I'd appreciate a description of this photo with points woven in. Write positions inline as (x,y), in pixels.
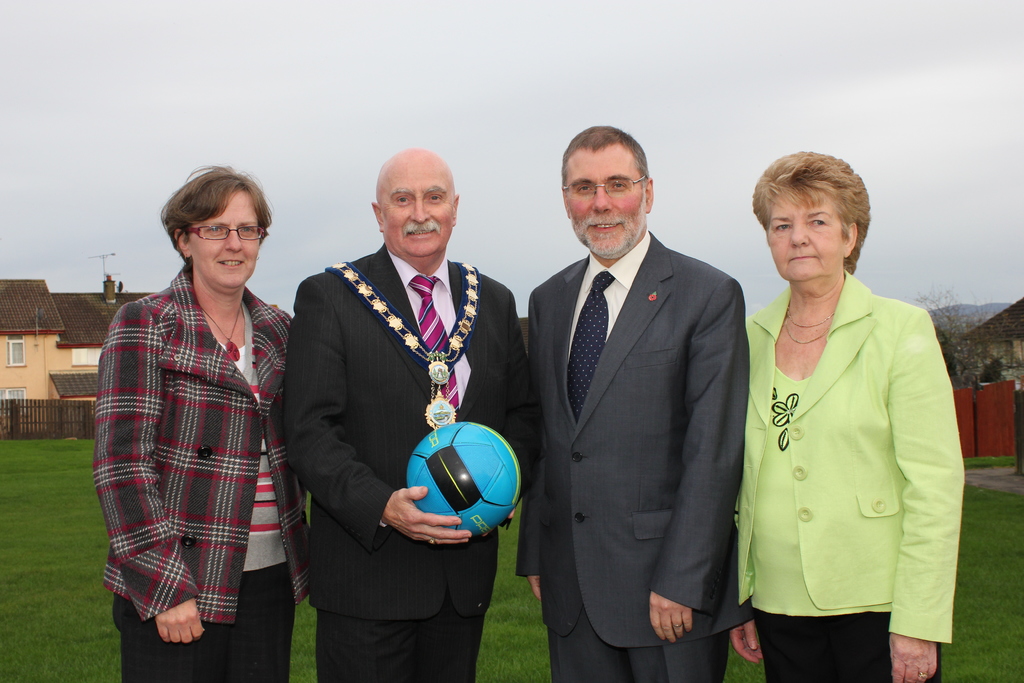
In this picture we can see two men (444,289) and two women (817,287) wore blazer (389,398) where this man (413,275) is holding ball (408,463) in his hand (409,504) and they are smiling and in background (94,328) we can see houses (42,395), fence (78,407), windows (17,362), sky (523,129), trees (969,358).
